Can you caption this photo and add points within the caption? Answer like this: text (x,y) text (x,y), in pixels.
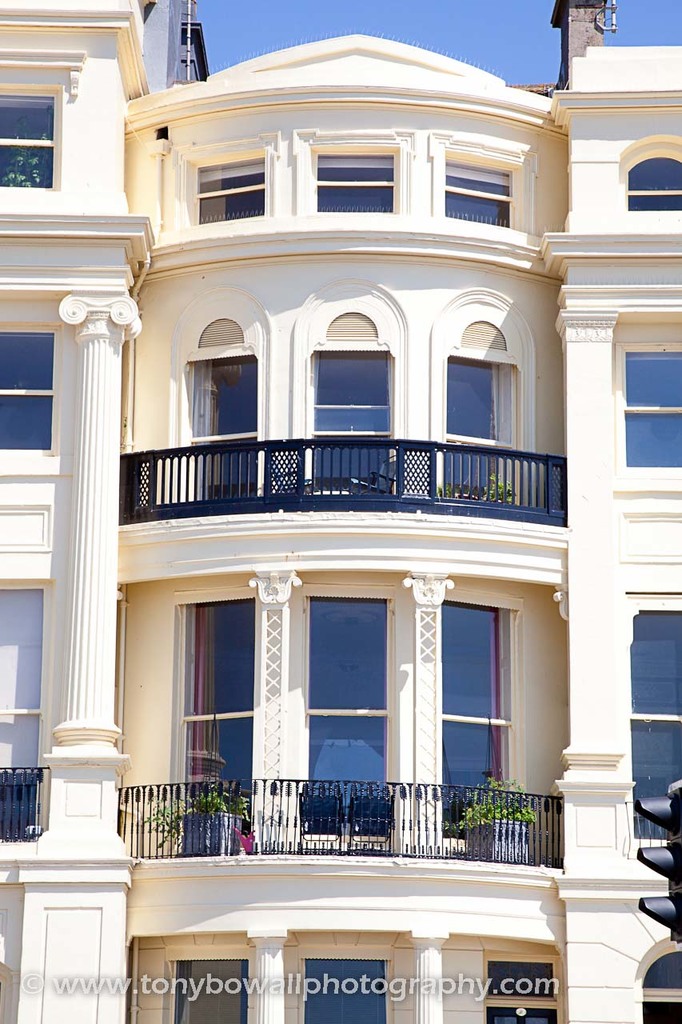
In this image we can see a building (349,667) with windows (362,603), fence (355,493) and some pillars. We can also see some plants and a traffic light (681,820). On the backside (382,27) we can see the sky (379,17).
